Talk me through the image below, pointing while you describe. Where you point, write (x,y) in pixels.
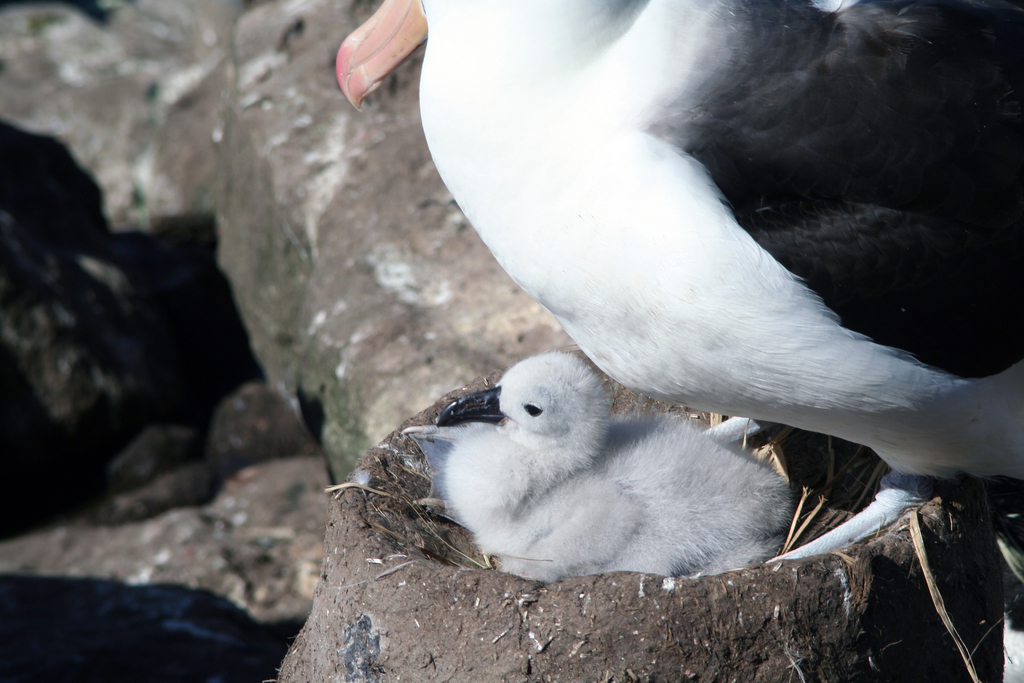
In this picture we can see two birds (727,399) on nest (335,649). In the background of the image (242,240) it is blurry.
